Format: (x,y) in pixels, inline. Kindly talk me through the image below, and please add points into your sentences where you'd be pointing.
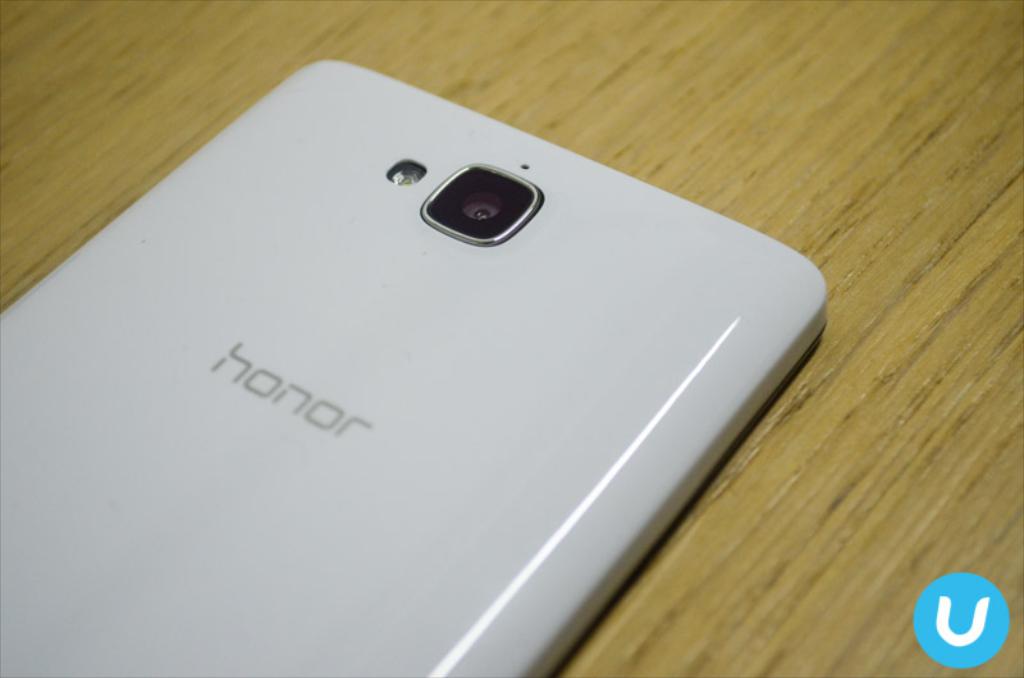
In this image we can see a mobile (668,322) on the wooden surface (611,91). There is a watermark (955,623) in the right bottom of the image (964,641).
